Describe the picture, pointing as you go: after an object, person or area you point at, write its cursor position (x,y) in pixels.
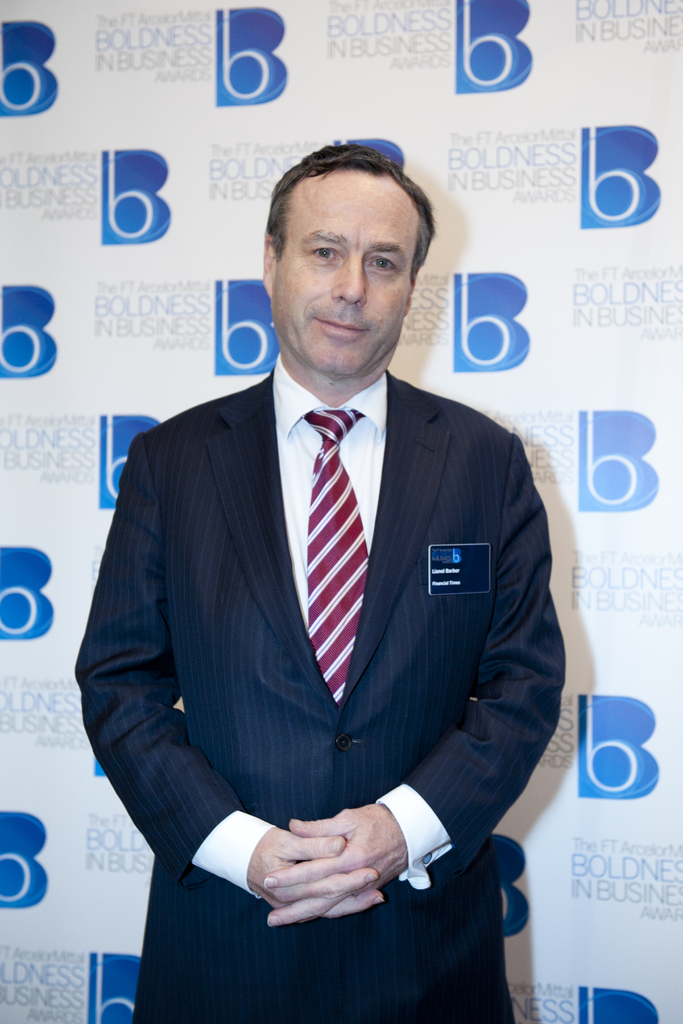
In the image there is a man (496,568) standing. And there is a card (456,546) on his jacket (419,551). Behind him there is a banner (468,288) with text (224,193) on it.
